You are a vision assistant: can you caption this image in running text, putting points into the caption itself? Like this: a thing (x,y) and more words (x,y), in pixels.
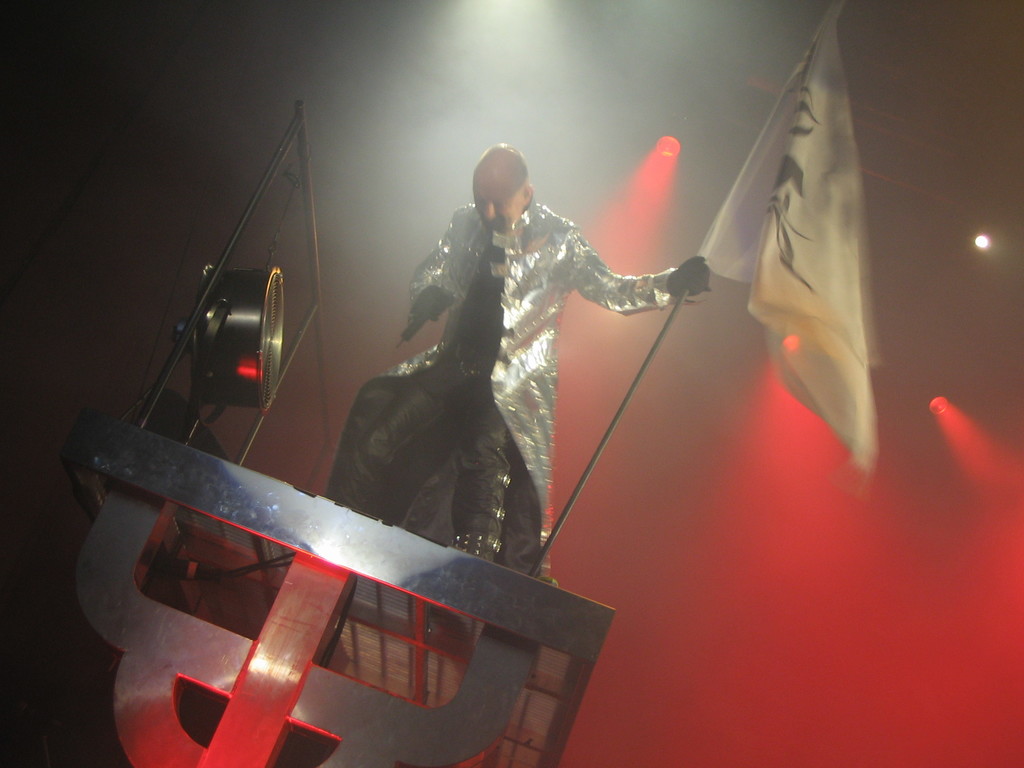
In this image there is a person (515,555) standing, holding a flag (744,241) in his hand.
